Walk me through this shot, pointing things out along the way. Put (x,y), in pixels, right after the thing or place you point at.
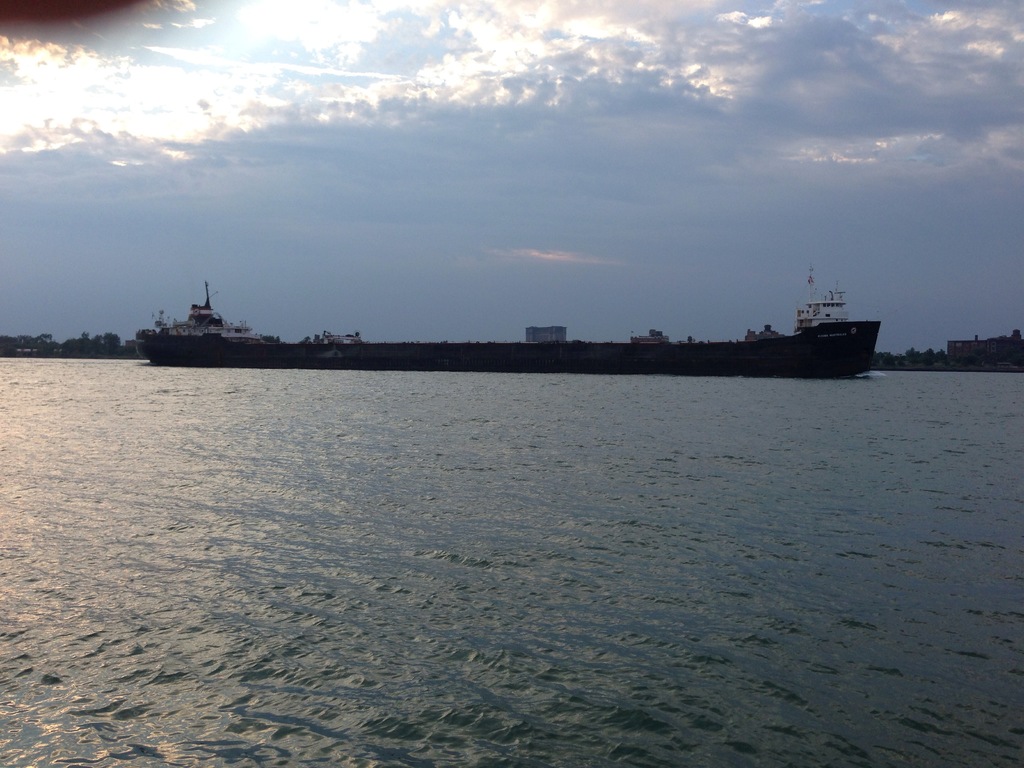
In this picture I can observe a ship (427,358) floating on the water (355,396) in the middle of the picture (652,357). I can observe a river (532,612) in this picture. In the background (96,127) I can observe some clouds (386,126) in the sky (411,205).
